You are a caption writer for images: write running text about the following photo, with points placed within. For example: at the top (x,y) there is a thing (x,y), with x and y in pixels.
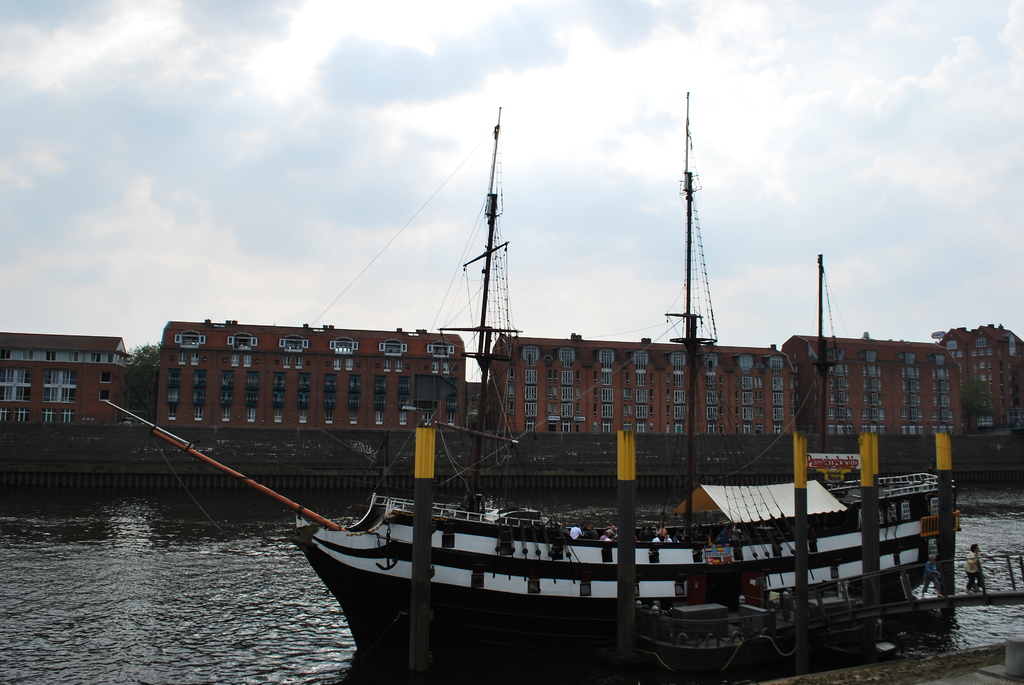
In this picture we can see a ship (512,544) on the water (543,500) and we can find few people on the ship (681,548), in the background (617,383) we can see few buildings (539,393), trees (143,362) and clouds (262,251).
